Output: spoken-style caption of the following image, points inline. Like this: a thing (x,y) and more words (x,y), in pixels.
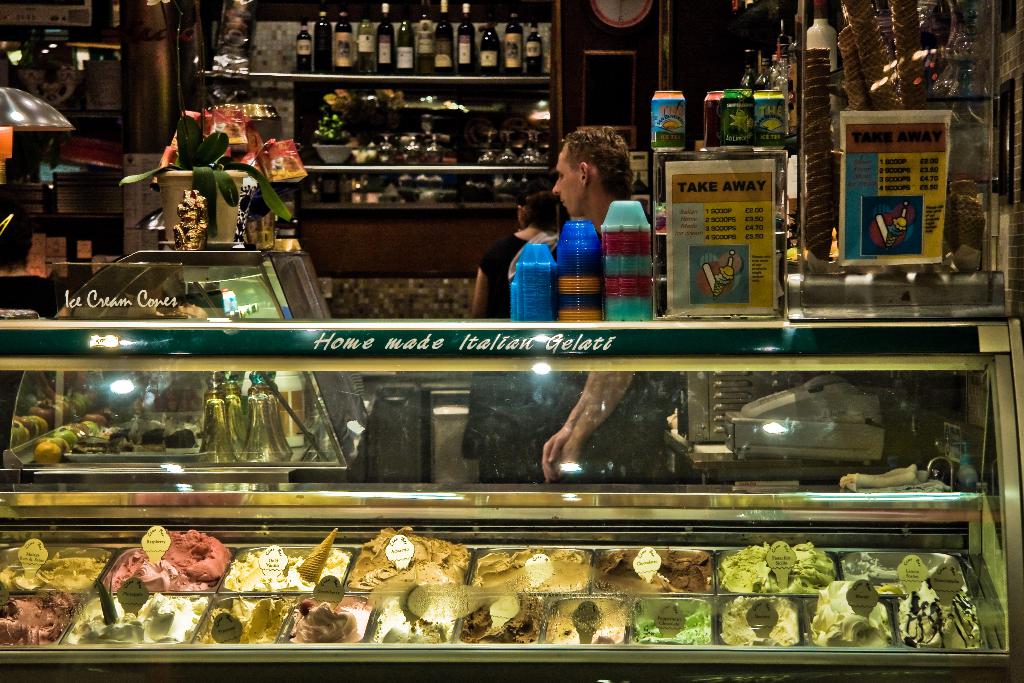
In this image we can see a store (431,327), A group of wine bottles (381,43) are placed on the shelf (445,52), All the ice creams (127,573) are placed in the fridge (776,594), A flower pot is placed on the table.
